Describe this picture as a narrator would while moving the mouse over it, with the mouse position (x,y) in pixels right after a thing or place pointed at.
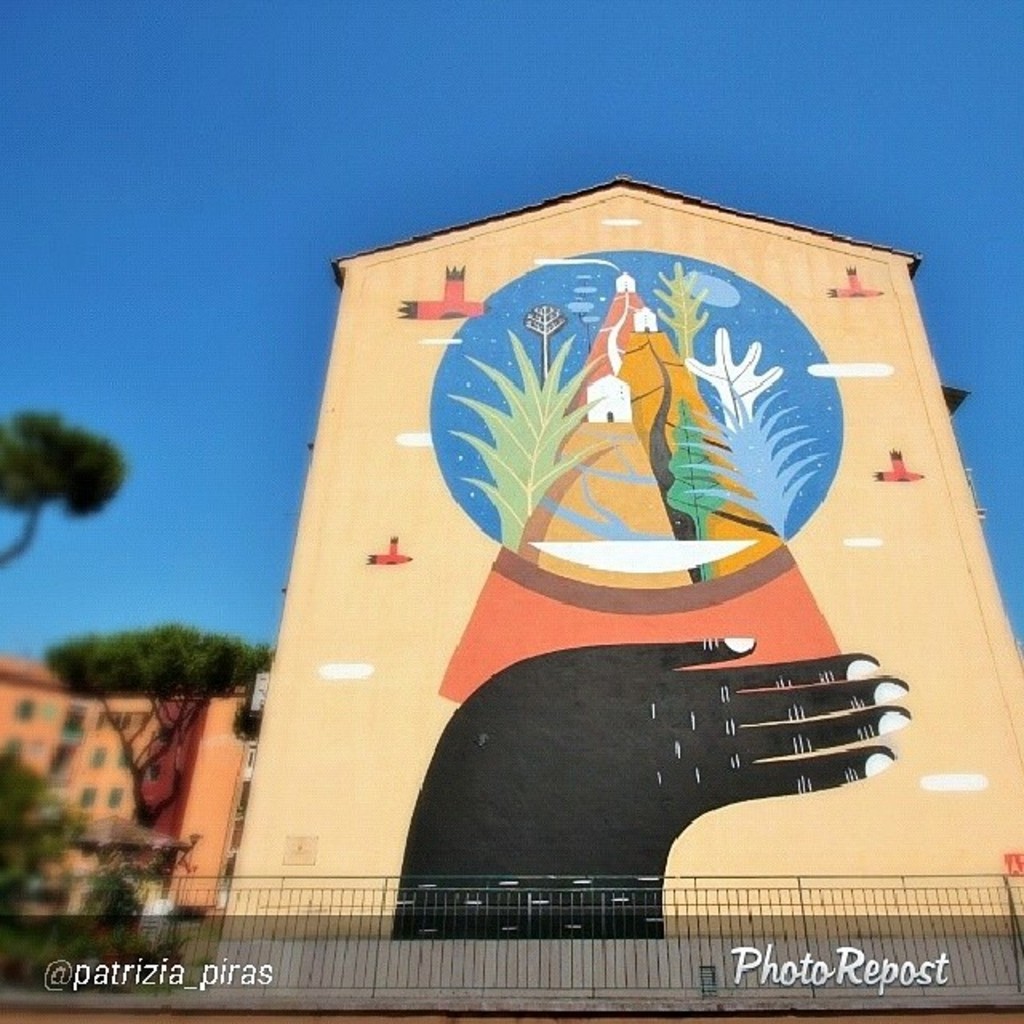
In this image, we can see an art (697,408) on the building wall (737,695). There are grills (571,958) at the bottom of the image (622,923). There is a text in the bottom left (217,965) and in the bottom right of the image (803,983). There are trees (57,479) on the left side of the image (77,458). There is a sky (656,19) at the top of the image (656,19).
